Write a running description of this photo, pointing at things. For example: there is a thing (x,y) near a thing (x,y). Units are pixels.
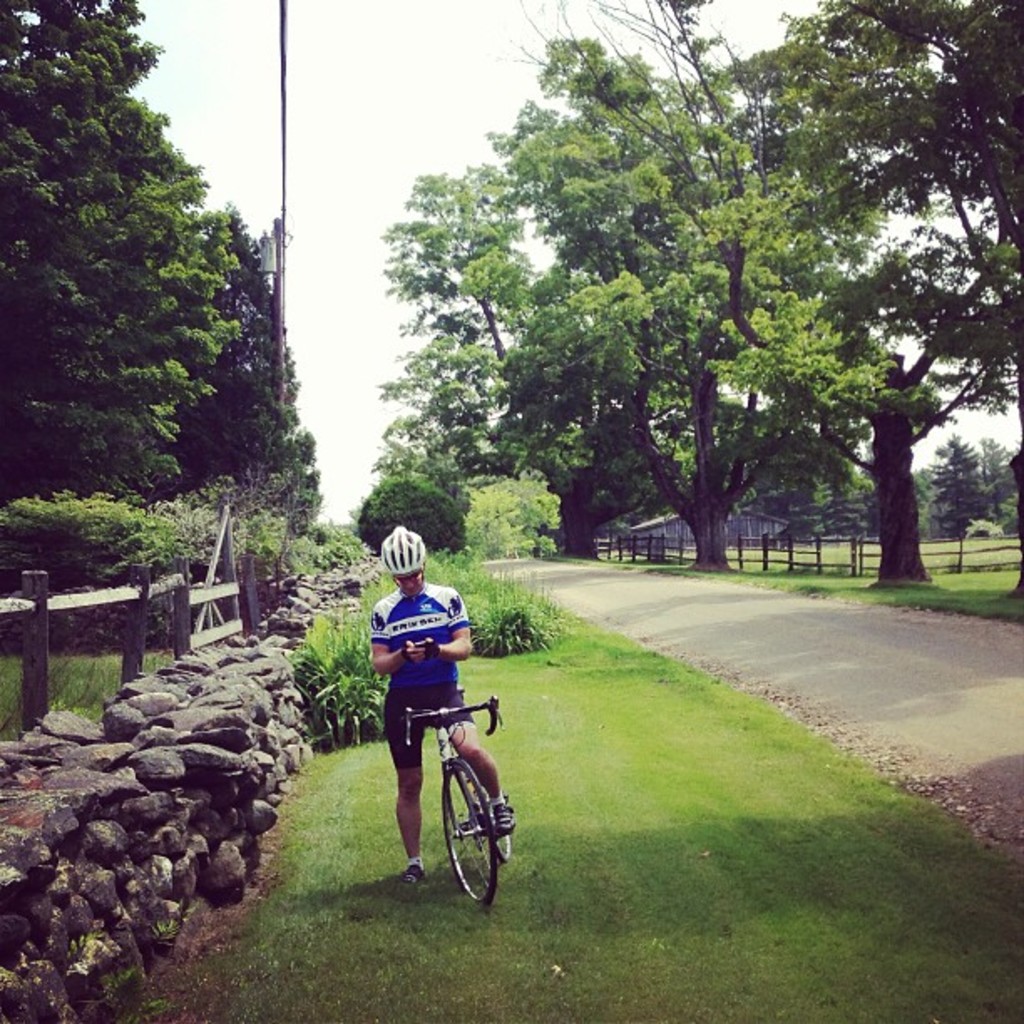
In the foreground of this image (390,724), there is a man (414,636) along with a cycle (486,830) on the grass (484,931). On the left (284,746), there is a wall (199,689), wooden railing (237,604), plants (317,638), trees (251,303) and a pole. On the right (854,641), there is the road (931,702), railing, shed (765,533), trees (743,492) and the sky (430,72) at the top (397,62).
